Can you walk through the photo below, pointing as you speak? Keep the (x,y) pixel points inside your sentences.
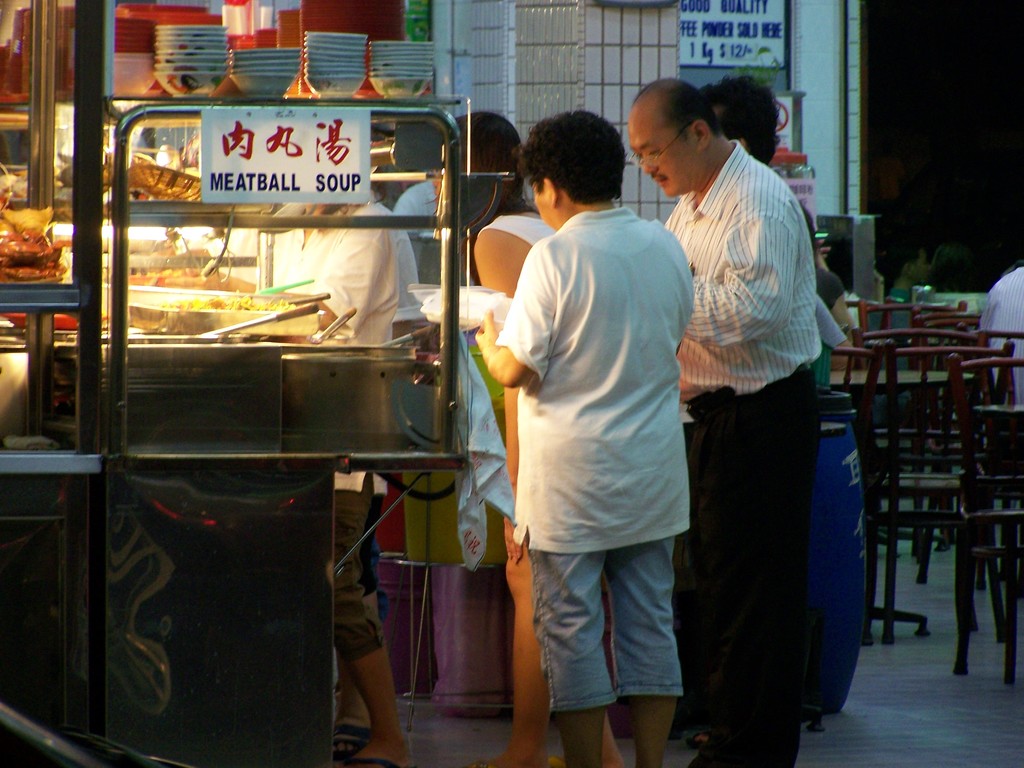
This image is taken outdoors. At the bottom of the image (900,738) there is a floor (467,746). On the right side of the image (934,345) there are a few empty chairs (933,394) and tables (981,307) and a man (981,322) is sitting on the chair (981,339). In the middle of the image (563,322) a few people (563,370) are standing on the floor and holding plates (475,303) in their hands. In the background (820,115) there is a wall (664,29) and there are a few boards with a text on them. On the left side of the image (162,241) there is a stall (264,277) with a few food items (171,305) and bowls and there is a board (341,149) with a text (276,174) on it.
